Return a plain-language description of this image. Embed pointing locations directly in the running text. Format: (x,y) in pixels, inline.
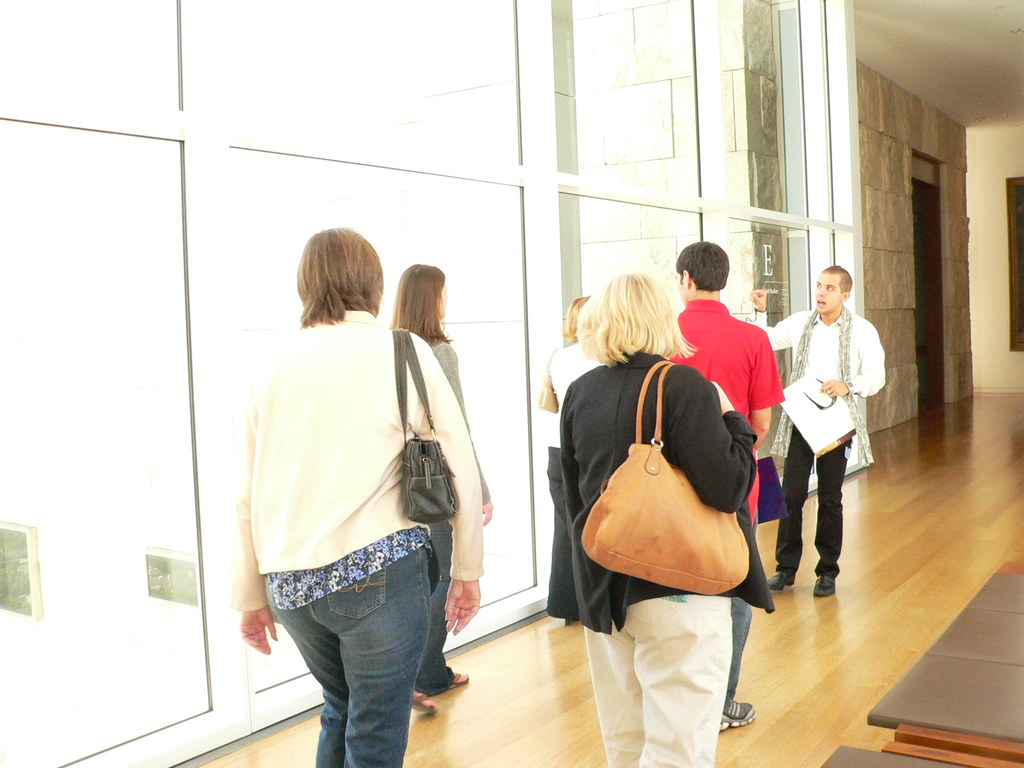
In this image I can see number of people (624,293) where two of them (832,380) are men (839,274) and rest all are women (375,595). Here I can see floor (825,616) and also I can see few women (581,463) carrying their handbags (644,469).
